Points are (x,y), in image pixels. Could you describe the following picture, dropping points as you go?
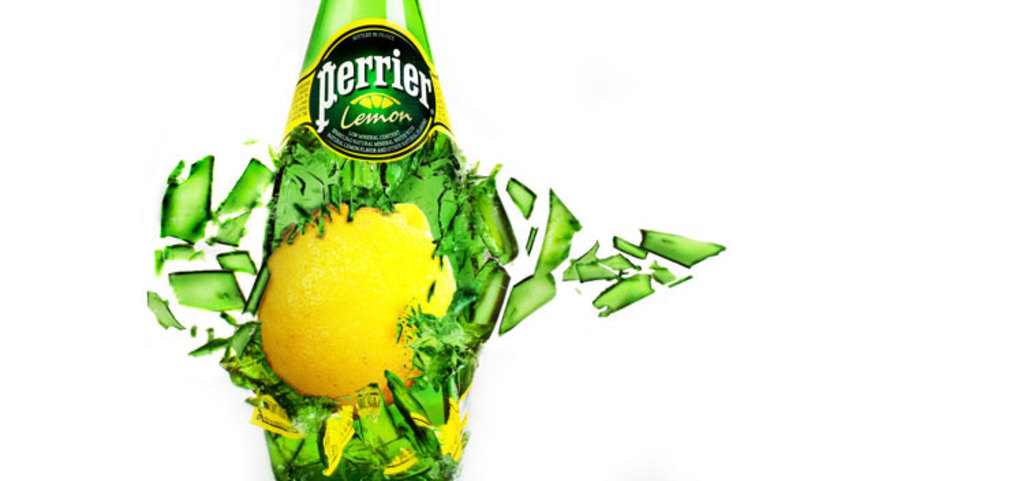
In this picture I can see a broken bottle (348,109) which is green in color. Here we can see a yellow color object (349,239) in the bottle (354,135). The background of the image (645,128) is white in color.
